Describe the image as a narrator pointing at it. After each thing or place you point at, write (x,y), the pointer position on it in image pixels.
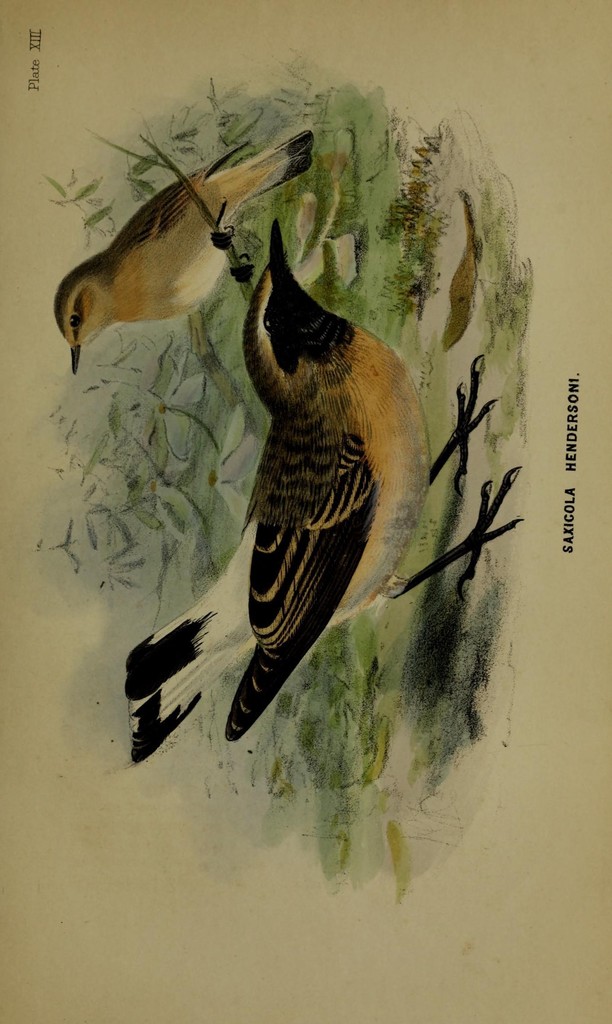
In this picture we can see a bird art (336,404) here, on the right side (567,470) we can see some text (568,533).
